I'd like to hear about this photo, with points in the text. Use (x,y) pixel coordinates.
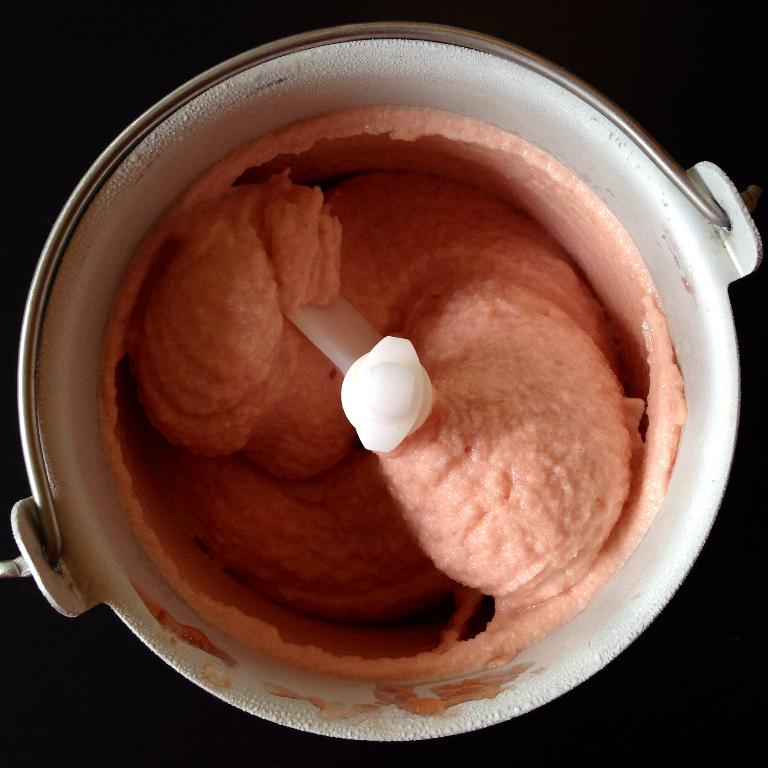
In this image, in the middle (470,271), we can see a jar (474,133) inside a jar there is a mixer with some food item (469,395) in it. In the background (765,373), we can see black color.
